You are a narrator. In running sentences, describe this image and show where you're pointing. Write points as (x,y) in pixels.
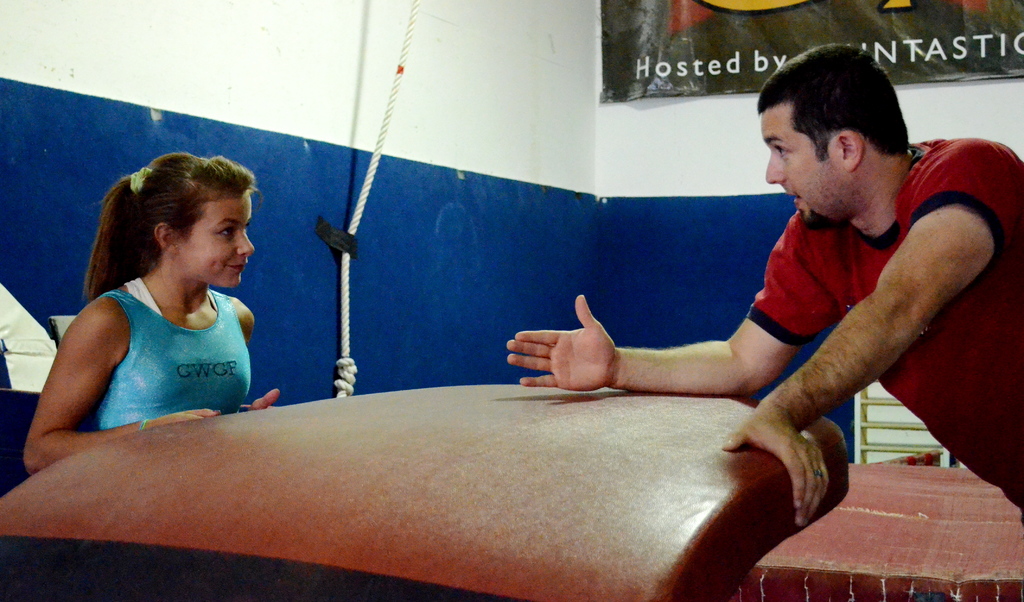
In this image I can see a girl (216,205) and a man (893,310). I can see he is wearing red colour t shirt (962,161) and she is wearing blue colour top (164,382). I can also see something is written on her dress (189,362). In the background (683,66) I can see a white colour rope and here I can see something is written.
